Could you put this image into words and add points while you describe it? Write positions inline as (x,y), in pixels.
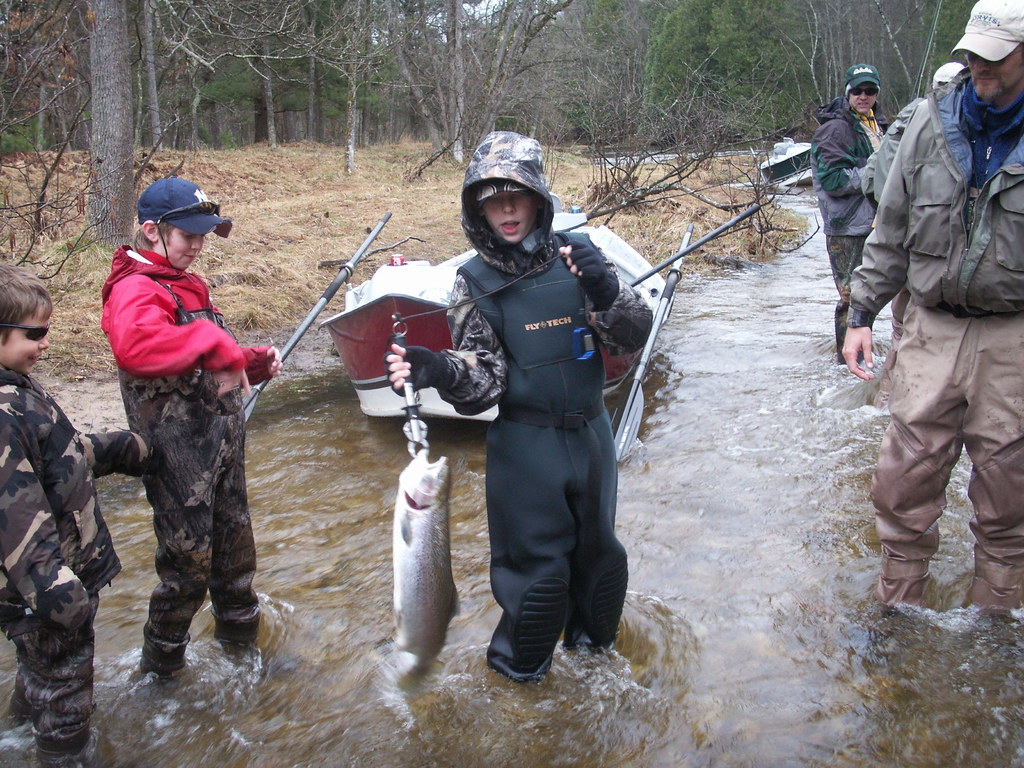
In the center of the image (536,377) there is a person (522,396) holding a fish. At the bottom of the image (476,703) there is water (225,703). There are people (152,469) standing. In the background of the image (224,13) there are trees (510,98). There is a boat (378,351).
